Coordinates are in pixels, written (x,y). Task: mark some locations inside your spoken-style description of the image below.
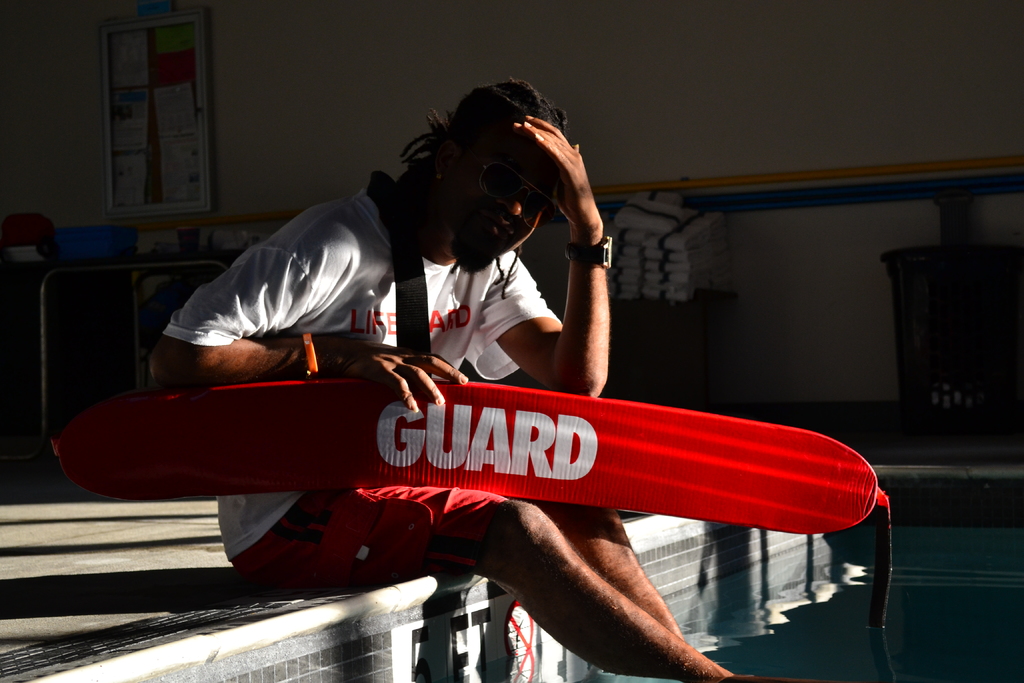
In this image we can see a person (413,366) sitting on a floor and holding a red color object (425,402), on the right side of the image (858,558) there is water (867,569) and in the background (144,271) there is a table (648,329) and clothes (664,256) on the table (656,302) and there is a board (206,117) attached to the wall (317,118).
